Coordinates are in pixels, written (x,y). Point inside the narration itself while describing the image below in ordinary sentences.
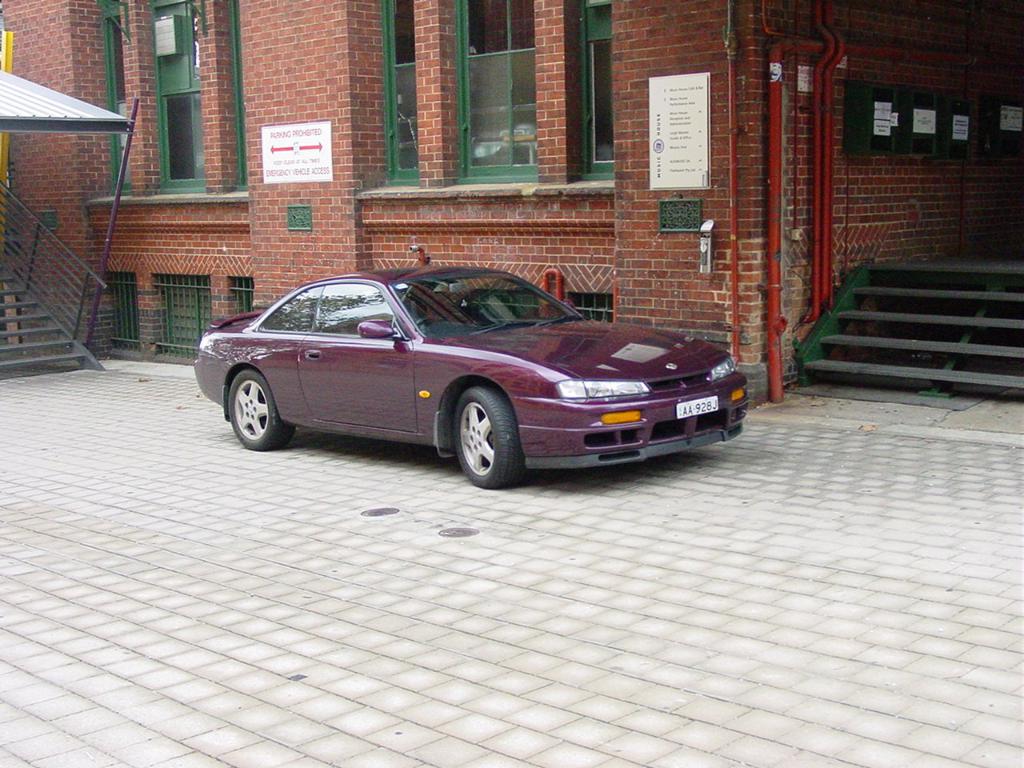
In this image there is a car (322,377) parked in front of a building (534,245), behind the car (410,402) there are two staircases (62,255) which leads to the inside of a building (516,154), and there are glass windows (530,130) and metal pipes (776,169) and notice boards (896,138) on the walls (841,140).
